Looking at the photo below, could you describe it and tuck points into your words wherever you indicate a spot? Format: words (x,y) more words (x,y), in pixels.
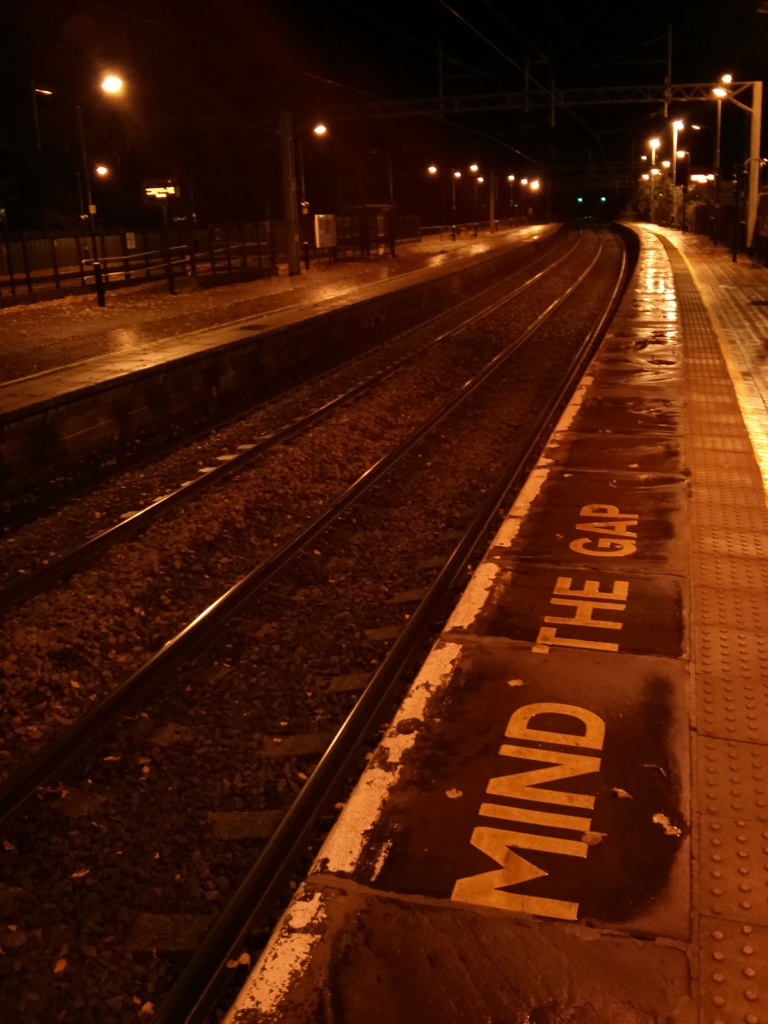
In this image I can see few railway tracks (460,400) and on the both sides of it I can see platforms (310,344), number of poles (761,116), number of lights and in the front (540,641) I can see something is written on the platform (591,491).
